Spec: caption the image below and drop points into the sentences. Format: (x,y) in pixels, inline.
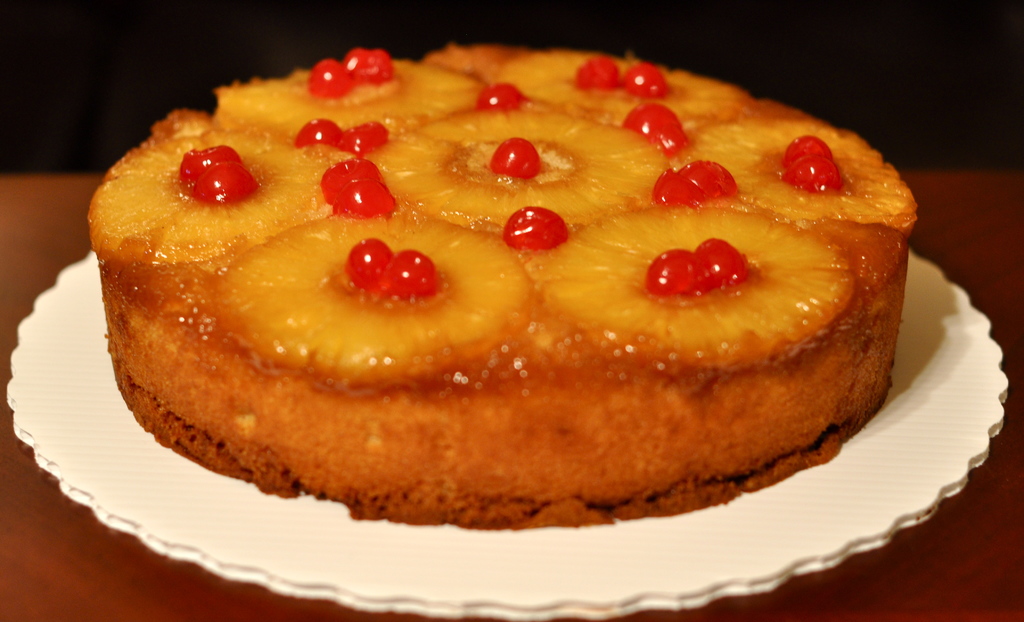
In the image there is a baked cake (401,365) and on that cake (413,286) there are pineapple slices (329,219) and cherries (680,285).
